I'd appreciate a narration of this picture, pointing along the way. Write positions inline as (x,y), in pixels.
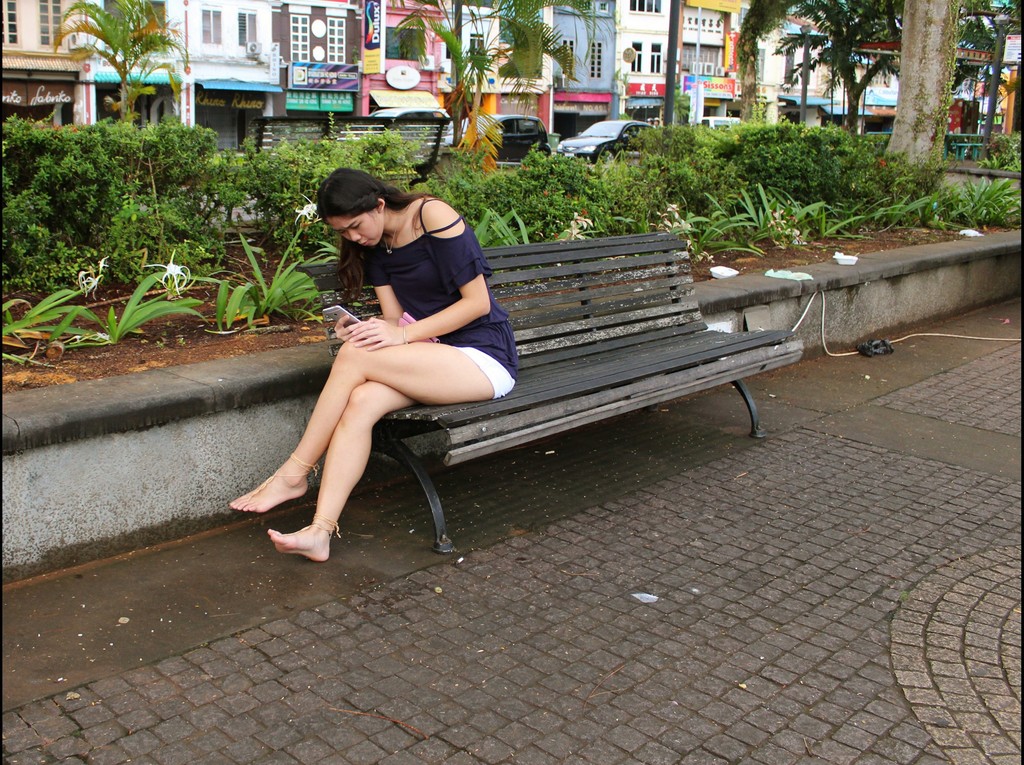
It is an open space (177,734) a woman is sitting on the chair (725,344) and operating mobile phone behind her there are lot of trees (725,160) in the background (590,64) there are some buildings (564,84), trees (852,104) and cars (606,126).
